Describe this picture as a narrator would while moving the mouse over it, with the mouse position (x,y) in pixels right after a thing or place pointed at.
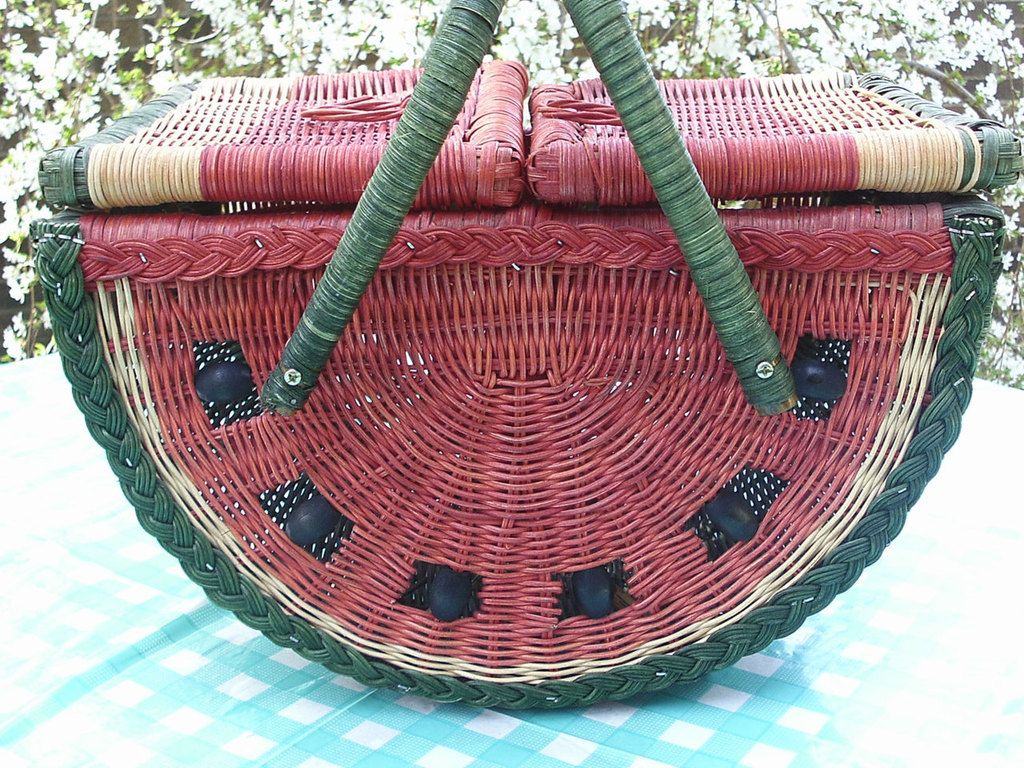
In this picture we can see a basket (429,91) on a white and blue color cloth (444,707). There are a few white flowers (661,60) in the background (1018,363).
